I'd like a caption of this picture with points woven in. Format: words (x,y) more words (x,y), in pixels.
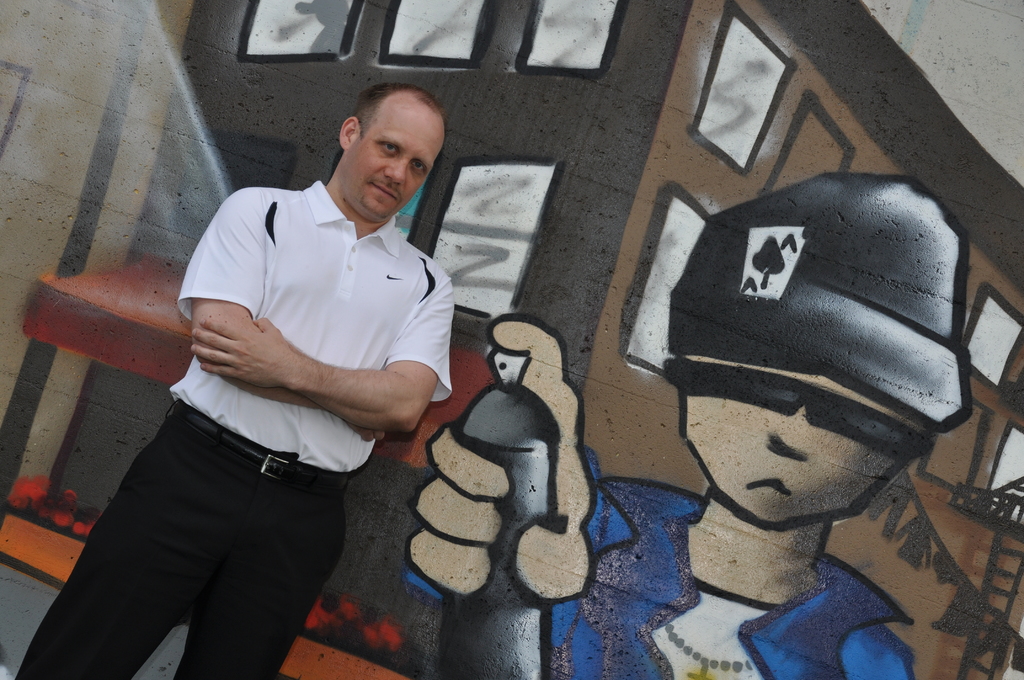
In this image we can see a person (326,316) wearing white T-shirt (326,316) is standing near the wall (155,672). In the background (787,266), we can see a wall (110,178) on which we can see graffiti (635,418).
